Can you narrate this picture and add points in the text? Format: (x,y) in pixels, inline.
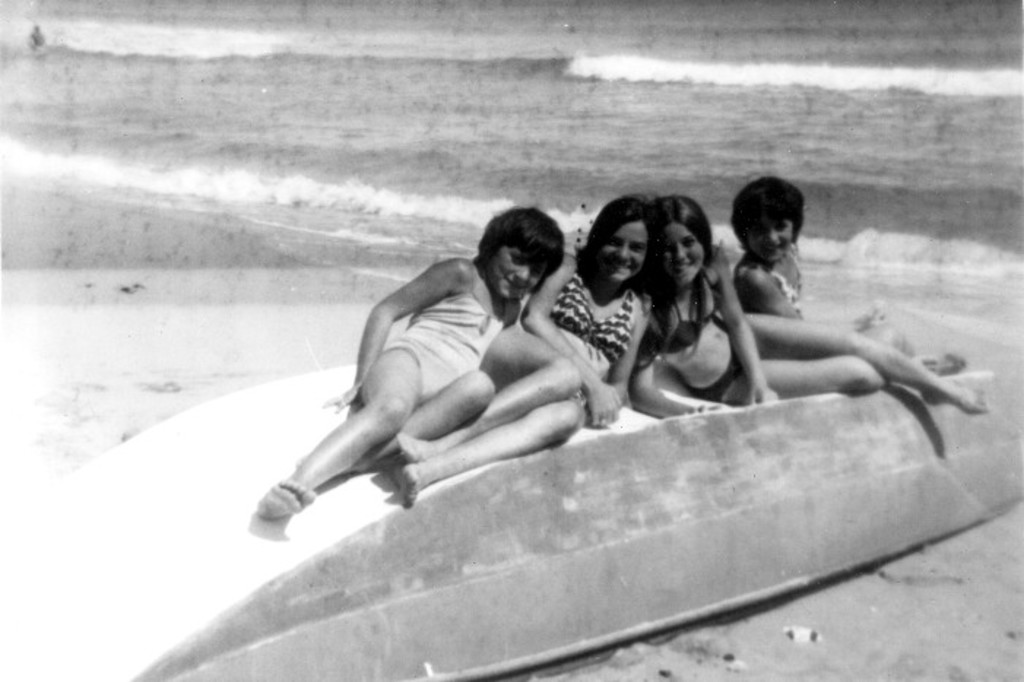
In this image I can see 4 women (753,361) sitting, there is water (733,85) at the back (443,154). This is a black and white image.
